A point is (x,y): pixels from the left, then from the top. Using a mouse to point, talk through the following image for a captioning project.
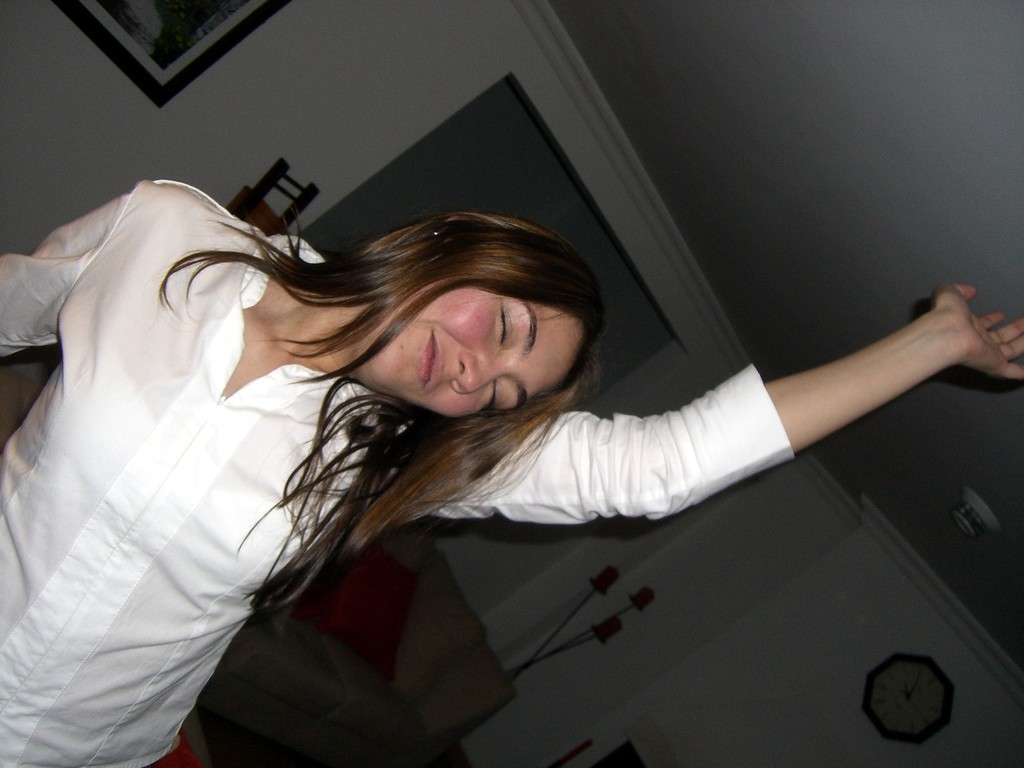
In this picture there is a woman (396,466) wearing white dress (342,440) and dancing and there are some other objects (157,90) in the background (554,653).
